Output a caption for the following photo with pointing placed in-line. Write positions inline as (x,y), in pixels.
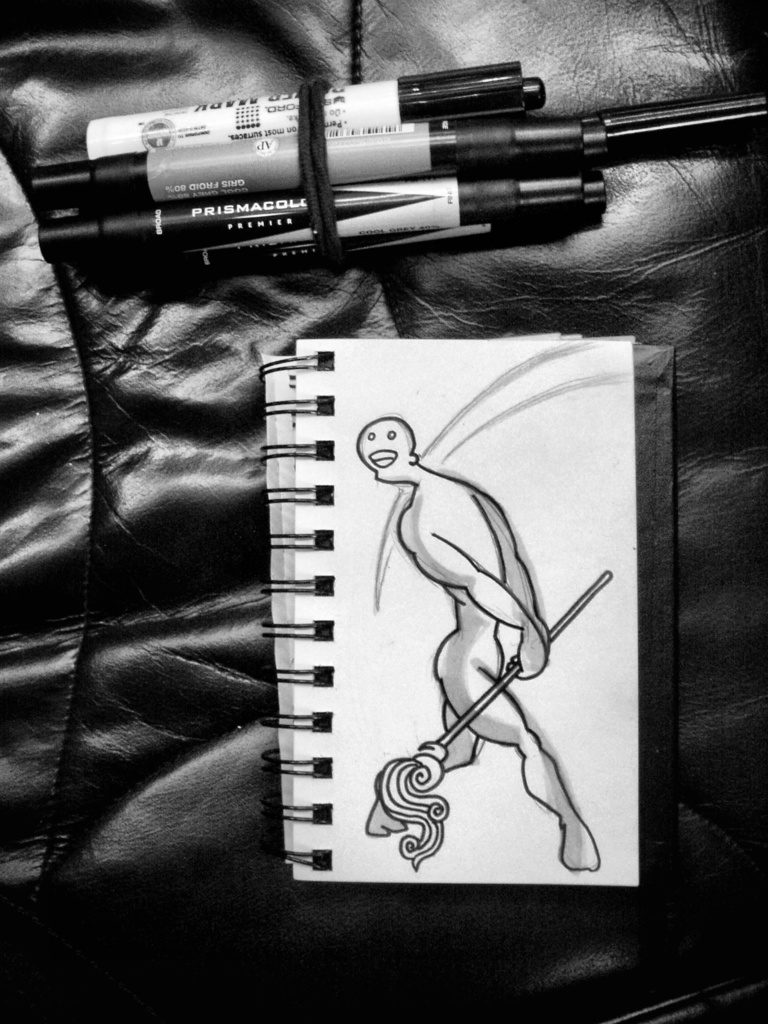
In this image there are a group of markers (327,145), there is a diary (454,510) on an object (178,432) that looks like a couch (630,95), there is a drawing (472,601) on the paper (417,562), the drawing (468,591) resembles a person (481,599), the person (447,537) is holding an object (432,777).
